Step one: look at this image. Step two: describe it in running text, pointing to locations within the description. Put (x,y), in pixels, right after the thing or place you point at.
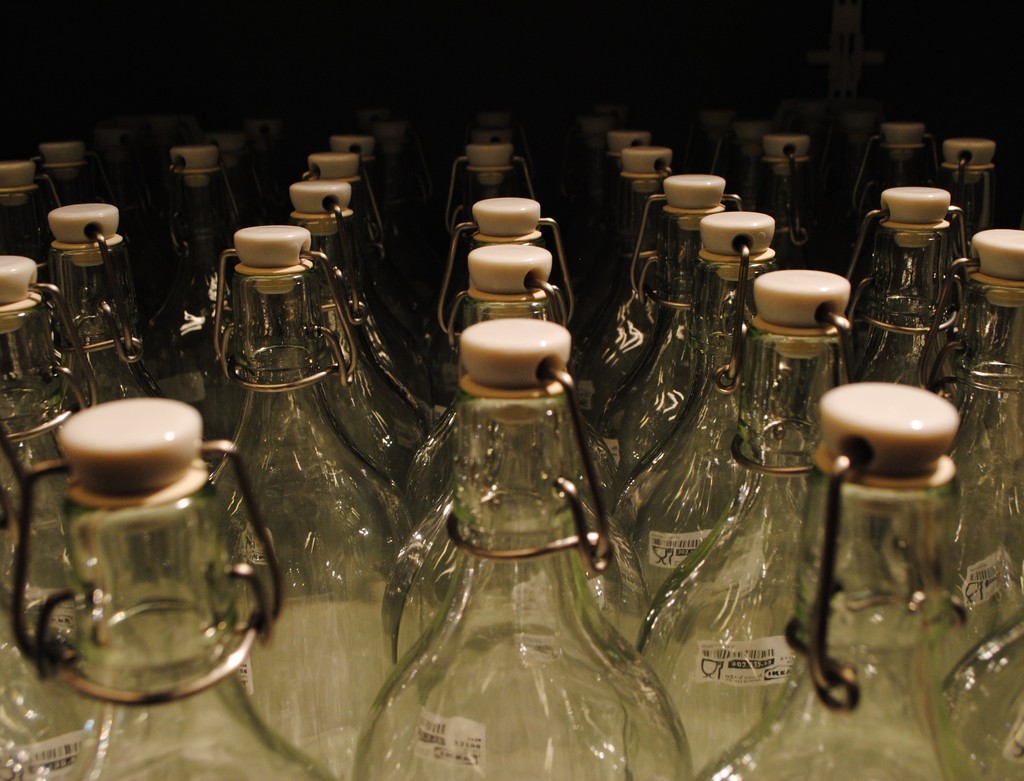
There are so many bottles (459,457). The bottle (473,467) has a sticker (733,648). The bottle (725,574) has a cap (472,369).
